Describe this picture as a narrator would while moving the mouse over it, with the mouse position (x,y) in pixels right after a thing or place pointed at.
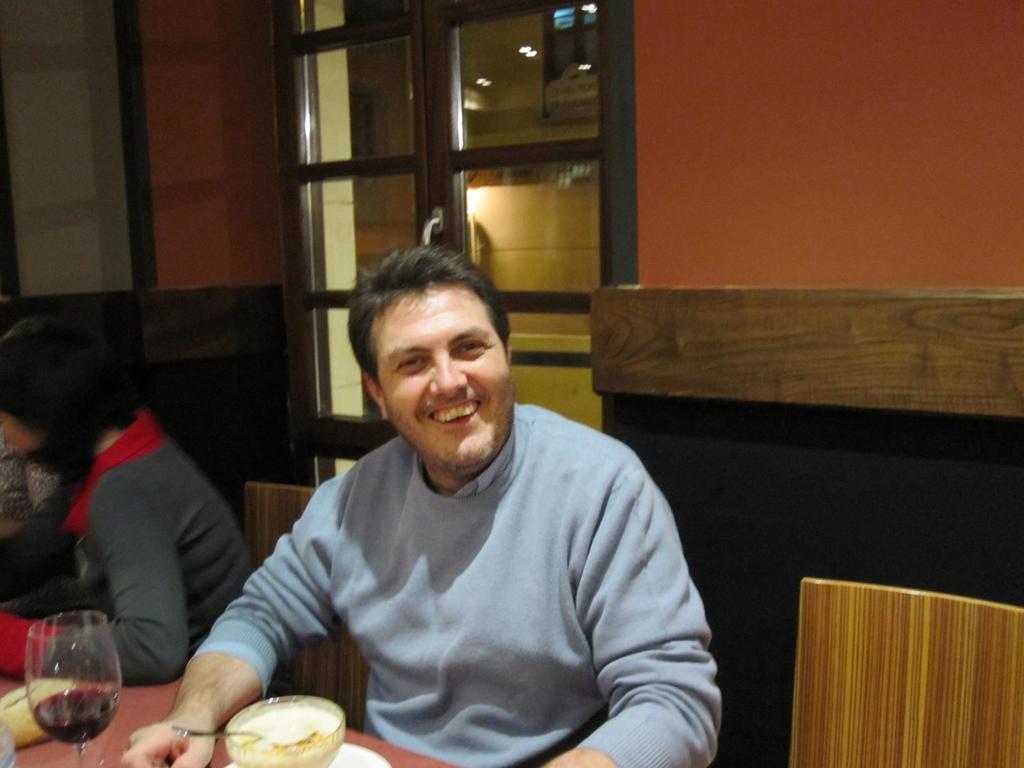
This is inside a room (689,365). In the middle (355,465) a man (468,516) is sitting in front of the dining table (151,695). He is wearing a blue sweater (598,590). he is smiling. His hands (144,734) are on the dining table (152,722). On the table (120,725) there is a wine glass (87,705), a bowl (232,752) with some food (263,738) and a spoon (224,734) on it, a plate (359,746). There are chairs (912,726). One lady (173,571) is sitting beside the man (463,491). There is a glass window (479,202).
